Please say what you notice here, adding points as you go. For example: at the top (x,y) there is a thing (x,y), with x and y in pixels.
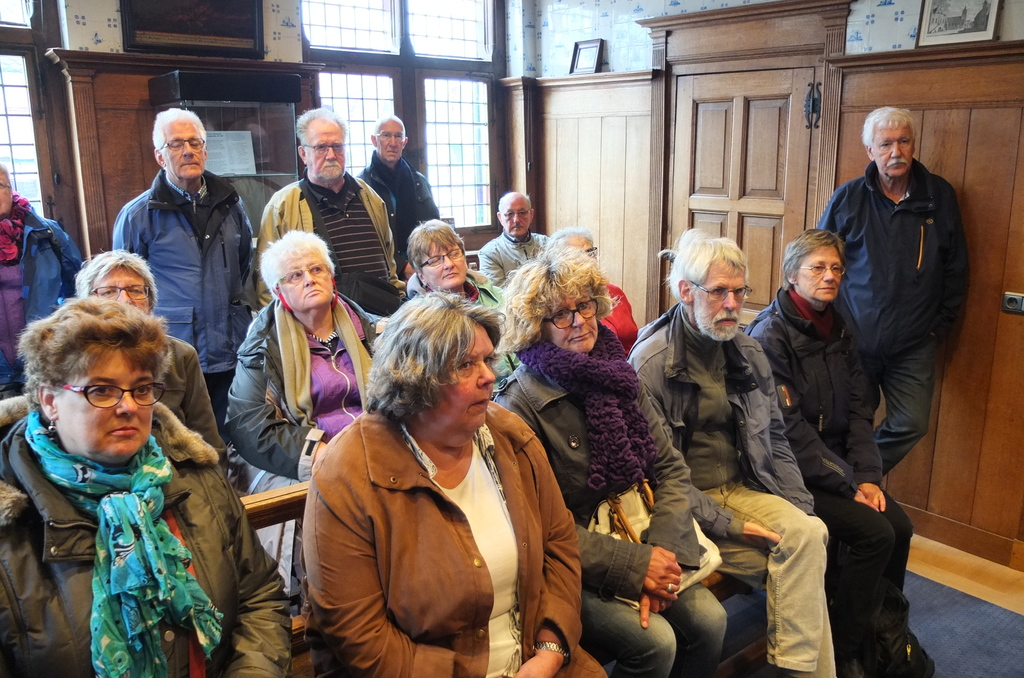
In this picture I can see some people (400,438) sitting on the bench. I can see a few people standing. I can see photo frames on the wall (958,54).
